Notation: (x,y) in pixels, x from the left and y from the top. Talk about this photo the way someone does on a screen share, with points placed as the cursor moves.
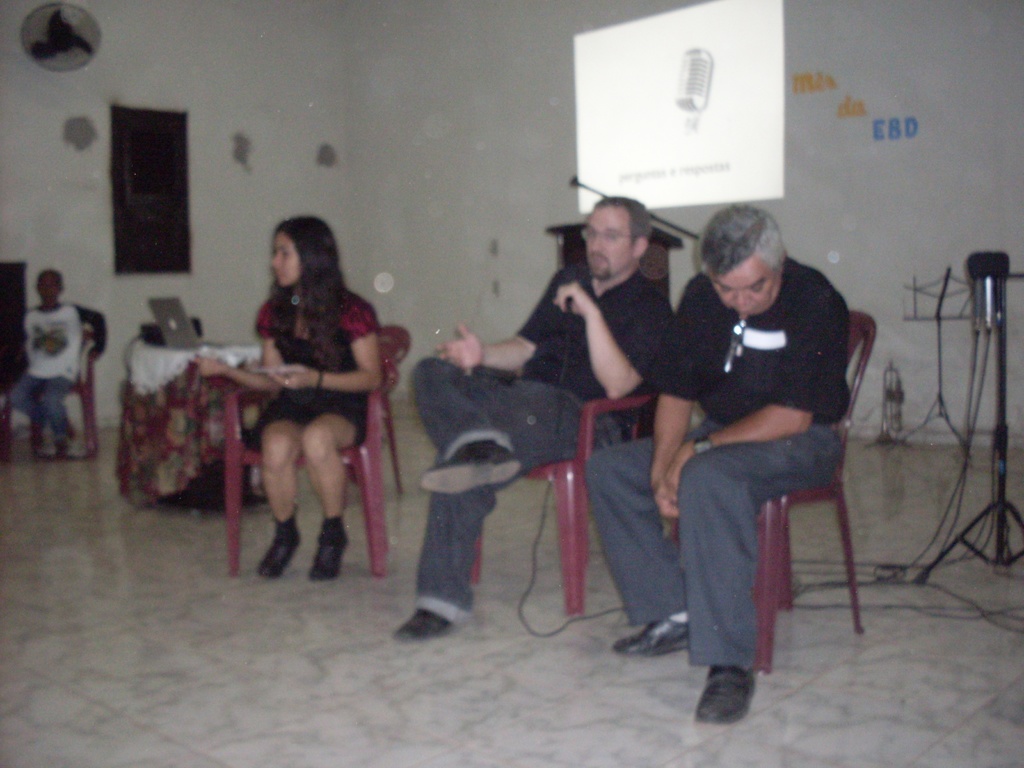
In this picture I can see four persons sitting on the chairs (8,421). There is a laptop (172,332) on the table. I can see a podium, mike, musical book stand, fan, board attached to the wall (277,112) and some other objects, and in the background (597,56) there is a screen (580,47) on the wall (227,160).
